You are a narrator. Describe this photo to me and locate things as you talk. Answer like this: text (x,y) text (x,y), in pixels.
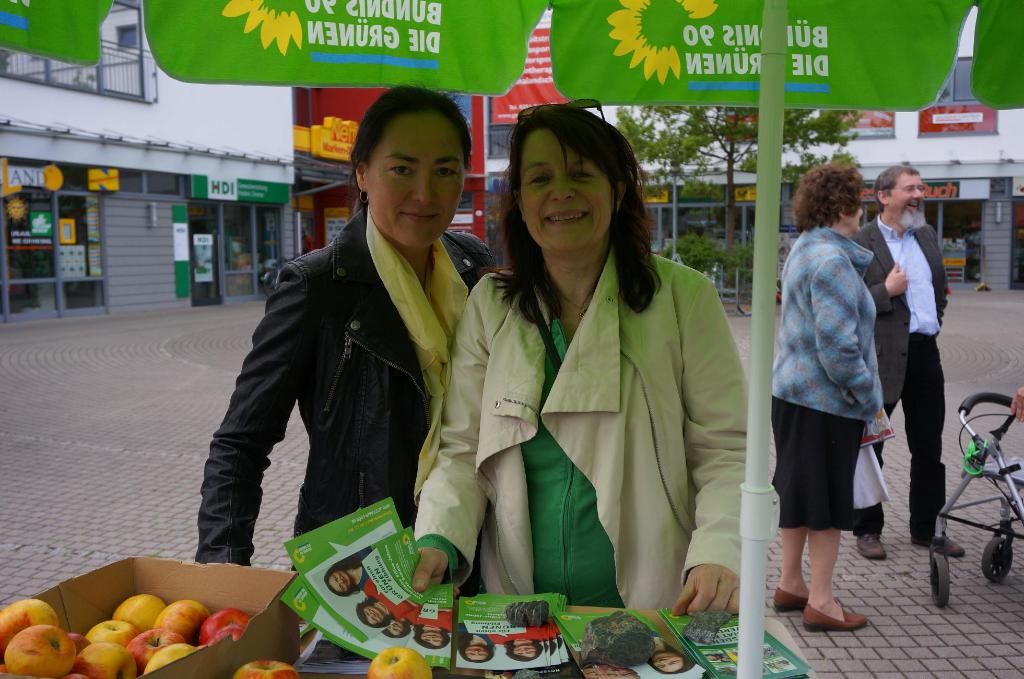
There are a lot of shopping stores (337,195) and in front of one of the store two women (442,479) were standing and posing for the photo, there are some apples (171,631) kept on the table (597,634) and in front of them and on the right side (800,331) there are two people (887,347) standing and the man (878,276) is laughing. There is a walker (973,443) in front of them and in the background (730,174) there is a tree (702,142) in front of one of the store (706,201).
